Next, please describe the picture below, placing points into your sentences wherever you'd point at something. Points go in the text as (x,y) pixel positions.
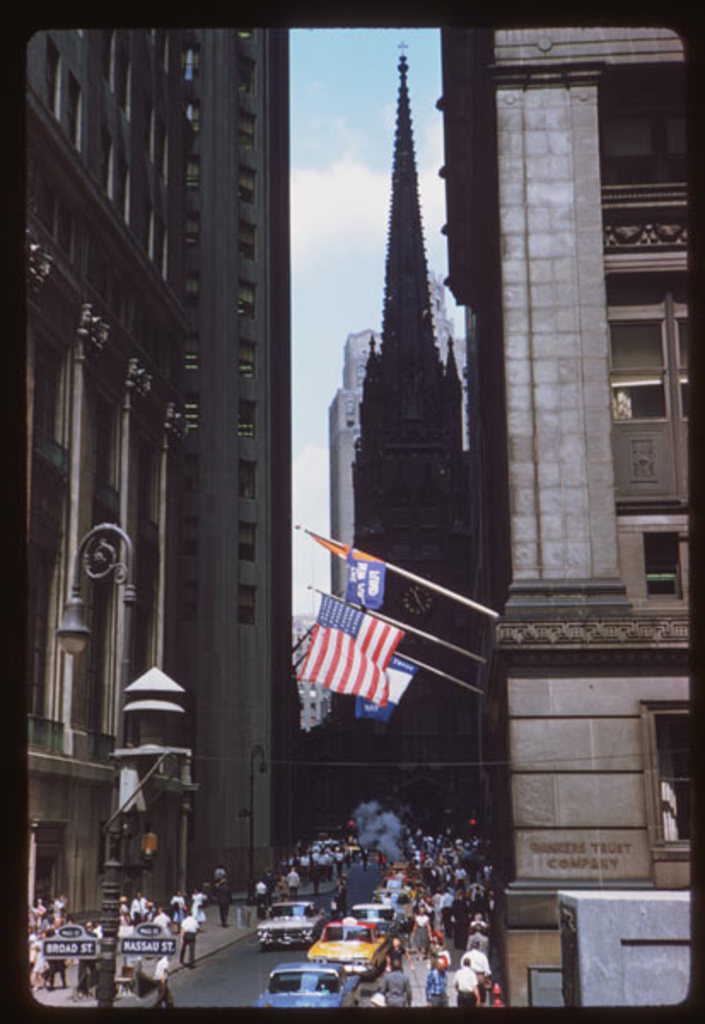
This is an edited picture. I can see vehicles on the road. I can see group of people (165,1002), flags (326,631) with the poles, buildings (151,591), and in the background (387,219) there is the sky (387,219).
